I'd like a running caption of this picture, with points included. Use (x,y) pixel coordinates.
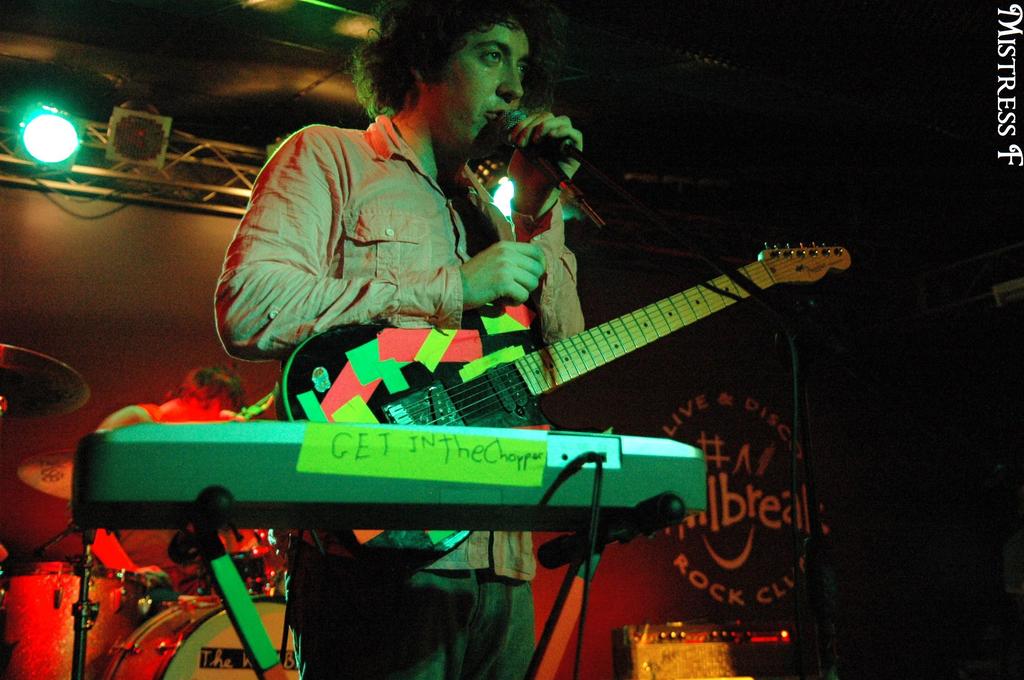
In this Image I see a man (464,71) who is holding the mic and holding a guitar (848,252) and there is a keyboard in front of him. In the background (68,406) I see the drums (68,406), another person (129,565) and the light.
